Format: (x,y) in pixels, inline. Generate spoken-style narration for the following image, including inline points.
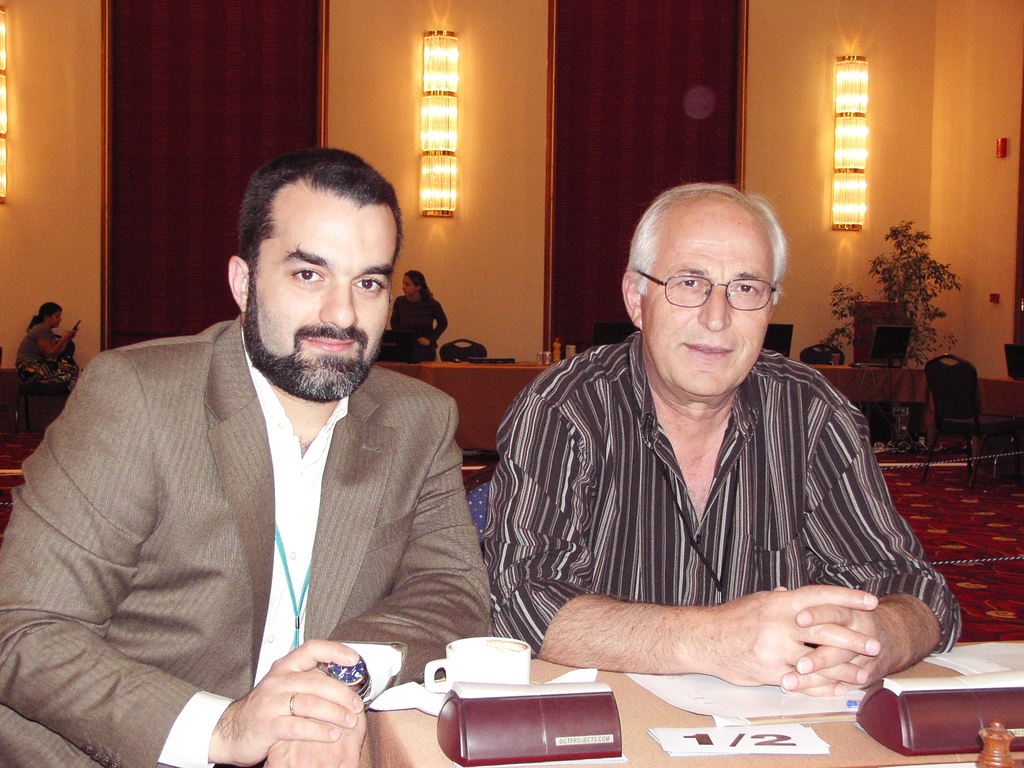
This image is clicked in a room (995,88). There are lights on the top (851,229), there are two people (515,504) sitting on chairs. There is a table (1017,758) in the bottom (514,659) on the table (834,754) there is a cup (513,672), papers (771,742). Both of them are men (523,427). Behind them there are two women (55,331) one is standing and other one is sitting. There is a plant (891,240) on the right side (908,242).
